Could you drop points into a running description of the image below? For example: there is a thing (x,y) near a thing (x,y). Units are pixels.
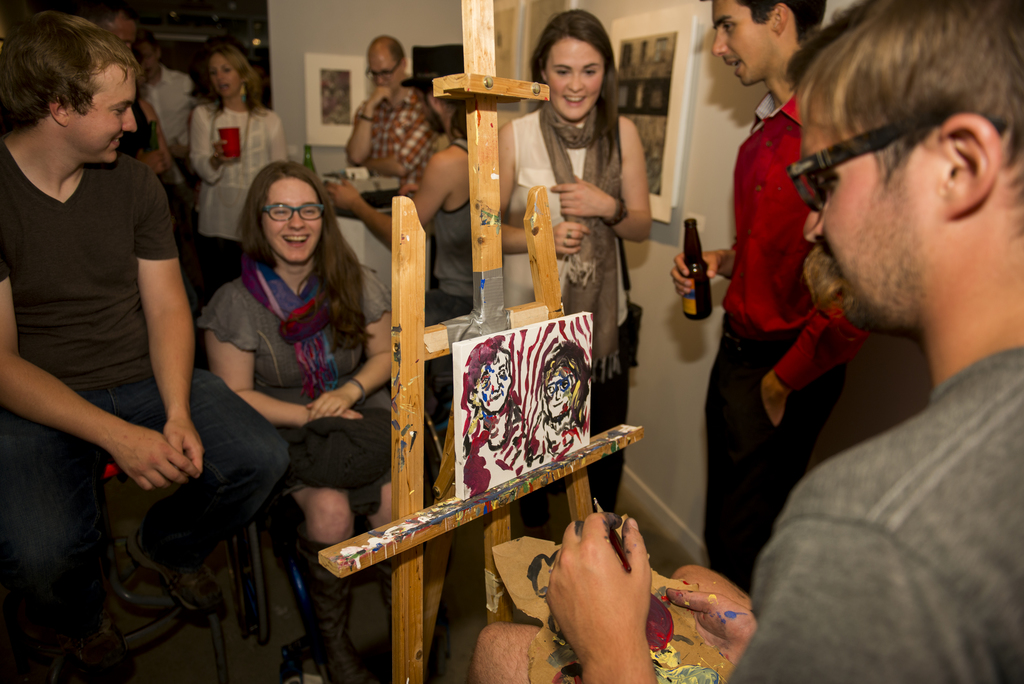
There are many people (326,244). Some are wearing specs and scarves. Person (748,174) on the right (687,237) is holding a bottle (687,248). There is a stand (431,339). On that there is a painting (511,390). Person (585,572) on the right (690,645) is holding a plate (665,645) with paints (665,650). In the background (314,62) there is a wall (301,55) with photo frame (322,103). Also there are bottles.
